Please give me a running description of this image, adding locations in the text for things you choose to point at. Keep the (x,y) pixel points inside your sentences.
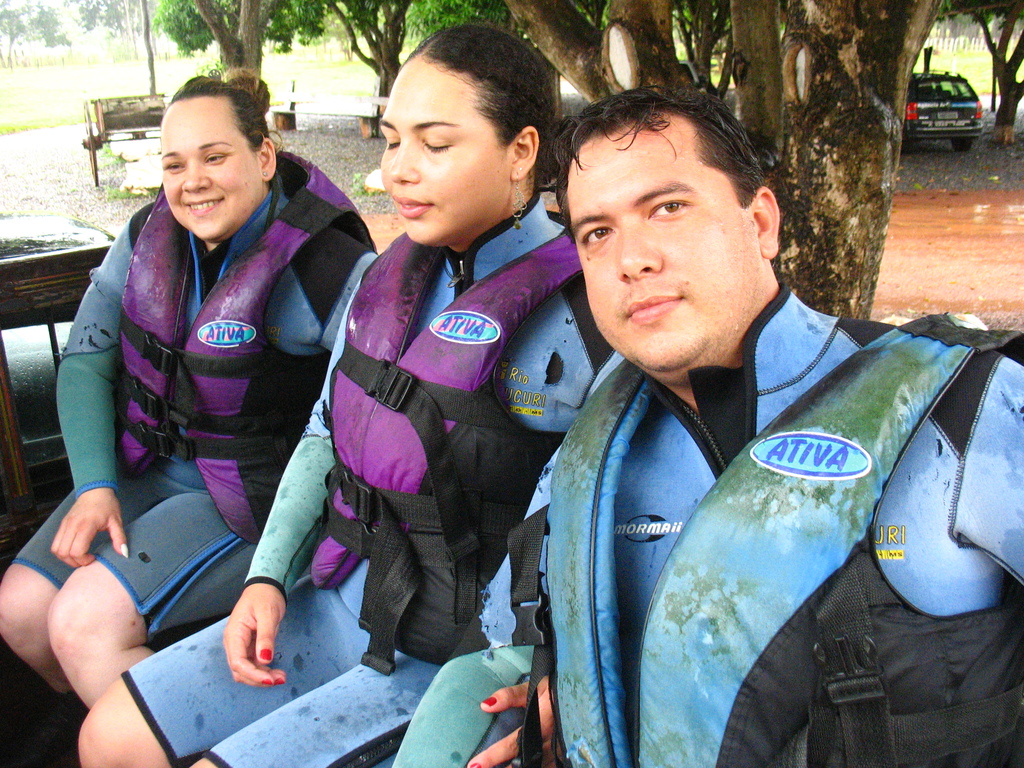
In this picture we can see a three people (708,714) wearing jackets (850,431) and sitting. We can see a few wooden objects (17,484), vehicle (941,117), the tree trunk (895,117) and some trees (88,29) are visible in the background (367,35).
